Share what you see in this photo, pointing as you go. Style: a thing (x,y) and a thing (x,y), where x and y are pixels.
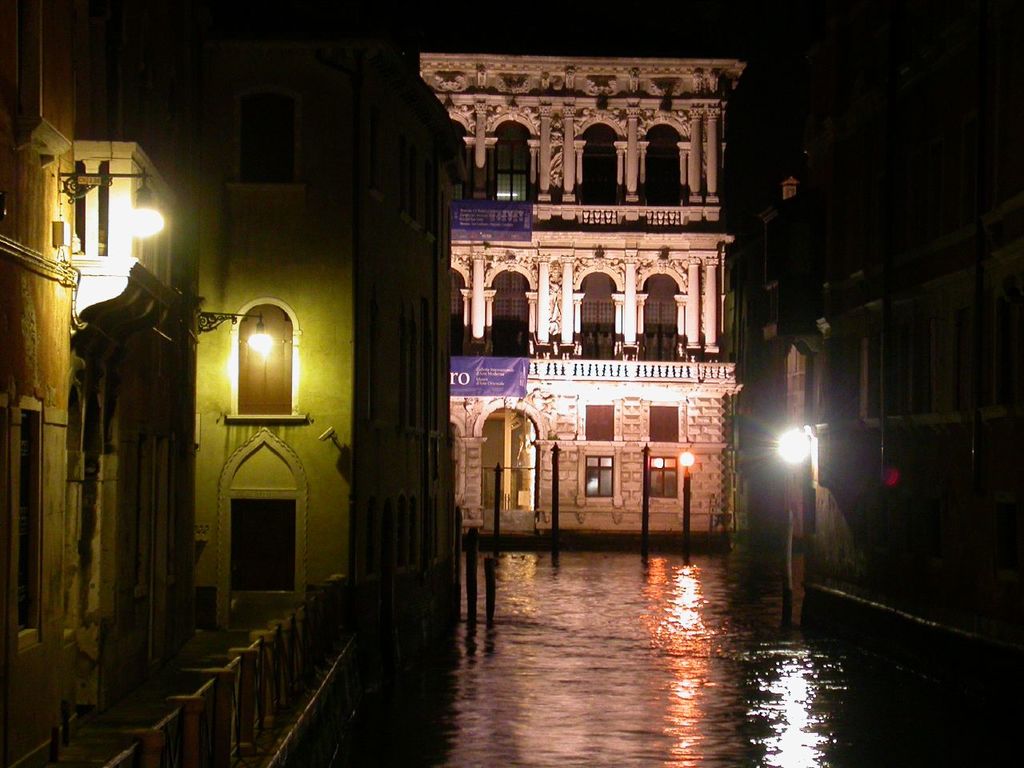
In this image we can see water (563,646), beside the water (555,599), there are buildings (427,400) and lamp posts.
